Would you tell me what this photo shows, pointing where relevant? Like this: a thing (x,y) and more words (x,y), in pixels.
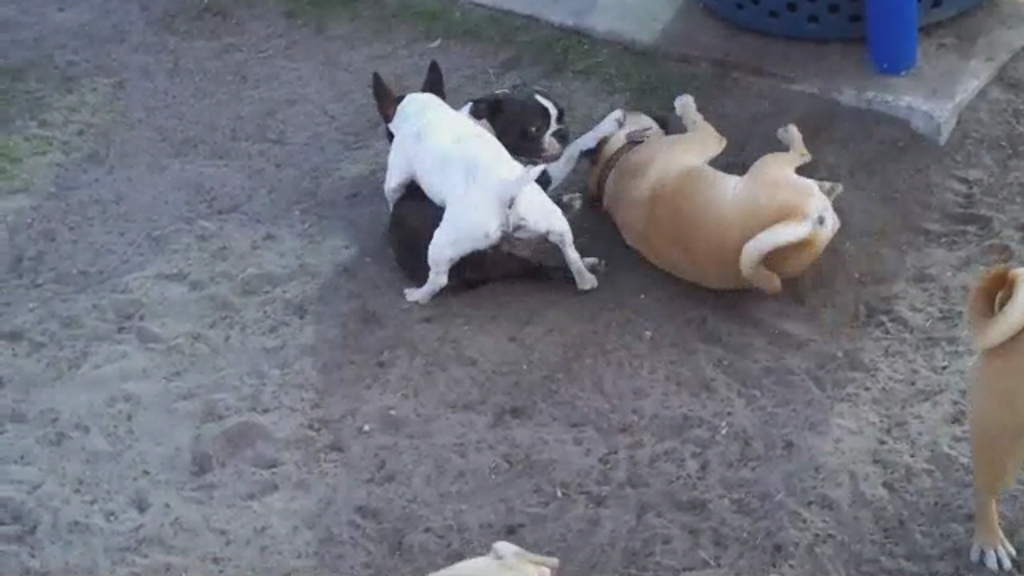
As we can see in the image there are different colors of dogs (794,229). These two dogs (723,246) are in brown color. This dog (429,148) is in white color and the other is in black color.
